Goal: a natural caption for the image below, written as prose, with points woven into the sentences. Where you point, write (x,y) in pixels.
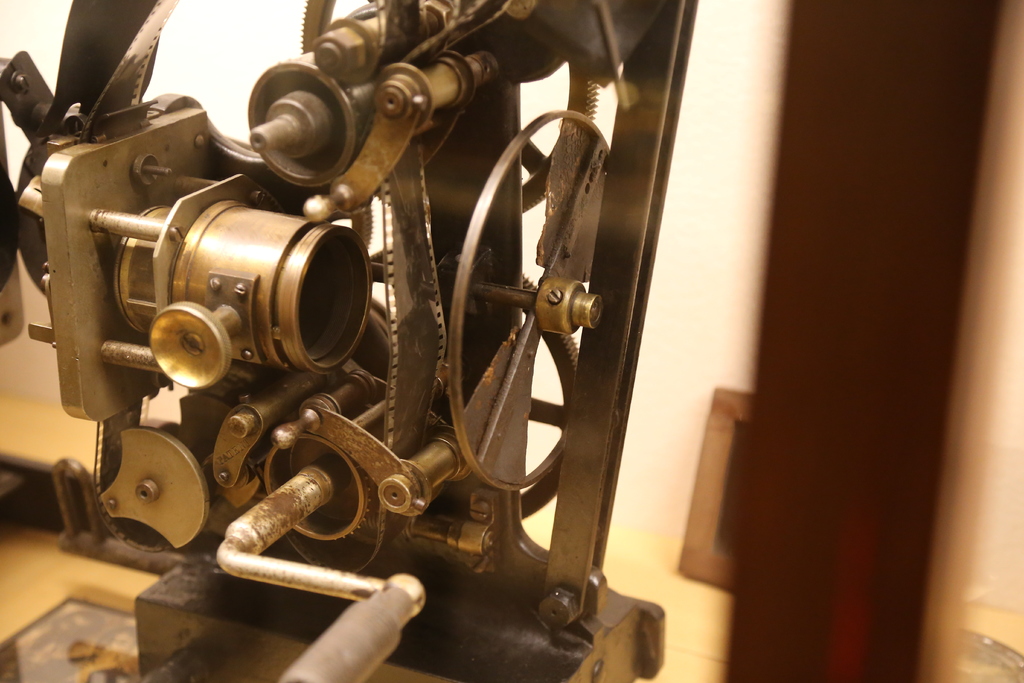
In the image there is a vintage reel to reel movie projector (445,261). Inside that machine (358,394) there is a reel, wheel (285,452), handle (312,679) and some other parts (317,428). There is a blur background (544,103).
